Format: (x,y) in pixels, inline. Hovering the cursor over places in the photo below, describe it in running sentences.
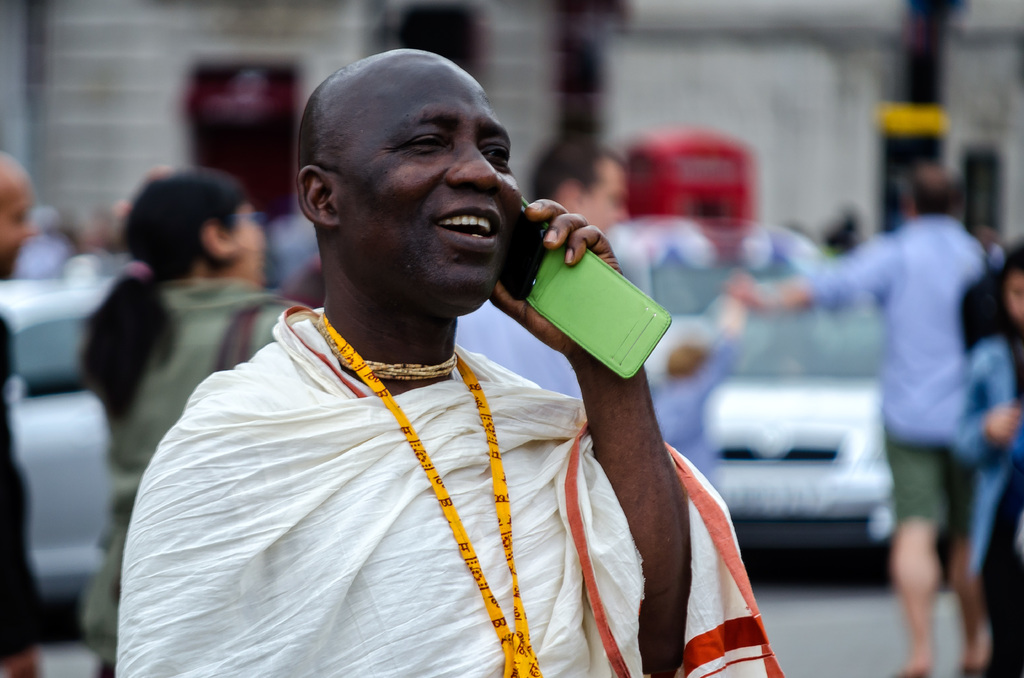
In this picture I can see there is a person (725,605) standing and he is holding a smartphone (563,278) in his left hand (576,241) and in the backdrop (186,326) there are some people (201,339) walking and there are some vehicles (805,391) passing also there is a building (282,45).
